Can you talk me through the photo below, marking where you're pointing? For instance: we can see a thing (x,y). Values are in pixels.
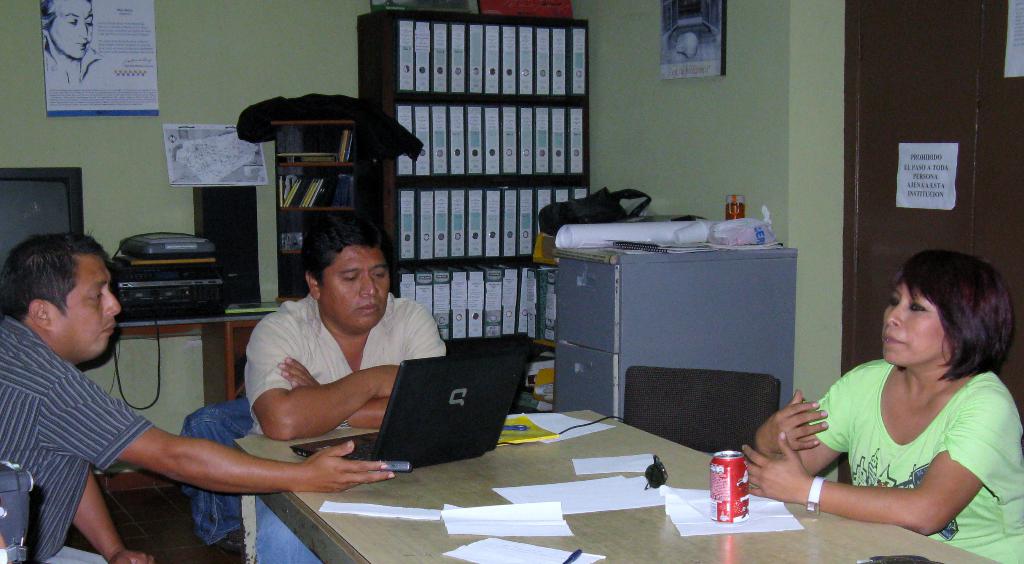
In the image we can see three persons (952,415) were sitting on the chair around the table (686,484). On table (584,532) we can see can (732,488), keys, paper (527,525), pen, laptop (471,424) etc. and back we can see shelves (302,225) with full of books (311,203), monitor (63,211) one more table (219,326), machine (187,290), locker (663,329), chart (635,231) etc.
